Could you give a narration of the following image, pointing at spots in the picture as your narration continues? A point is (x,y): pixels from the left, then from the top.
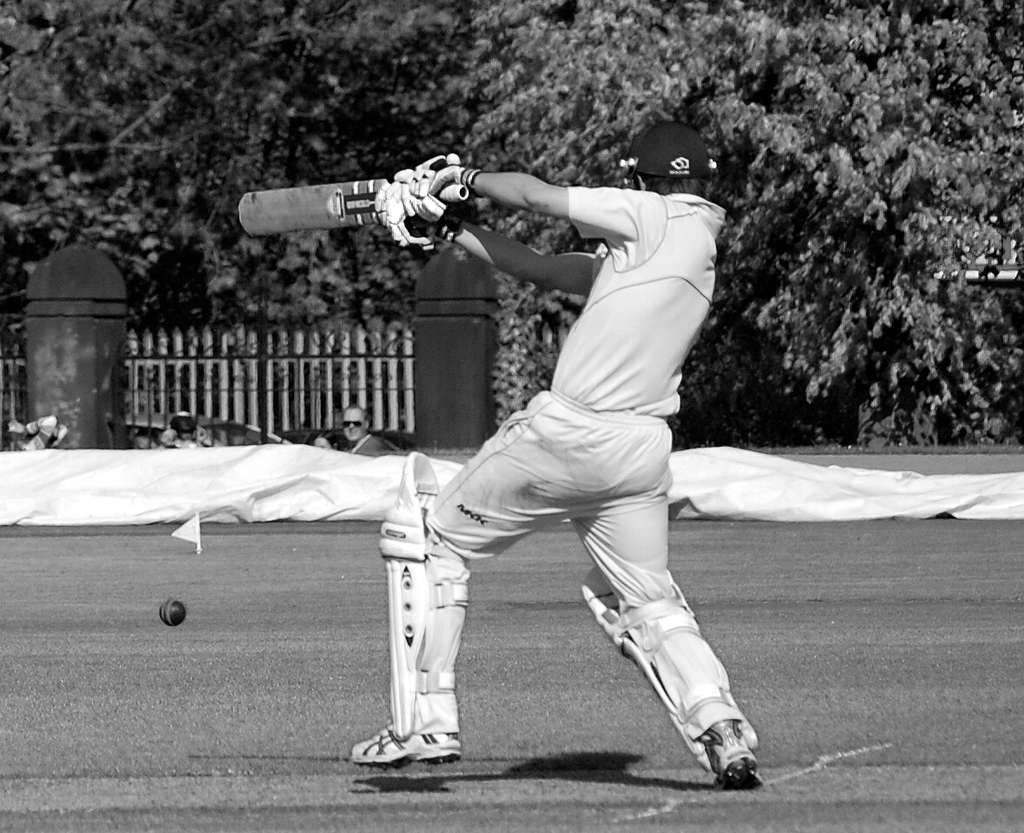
This is a black and white image in this image, in the center (596,357) there is one person (662,543) and he is holding a bat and playing cricket. And in the background (572,183) there are some trees (239,310), railing (301,385) and some persons (364,409) and a plastic cover (61,497). At the bottom (276,774) there is ground (220,724).
